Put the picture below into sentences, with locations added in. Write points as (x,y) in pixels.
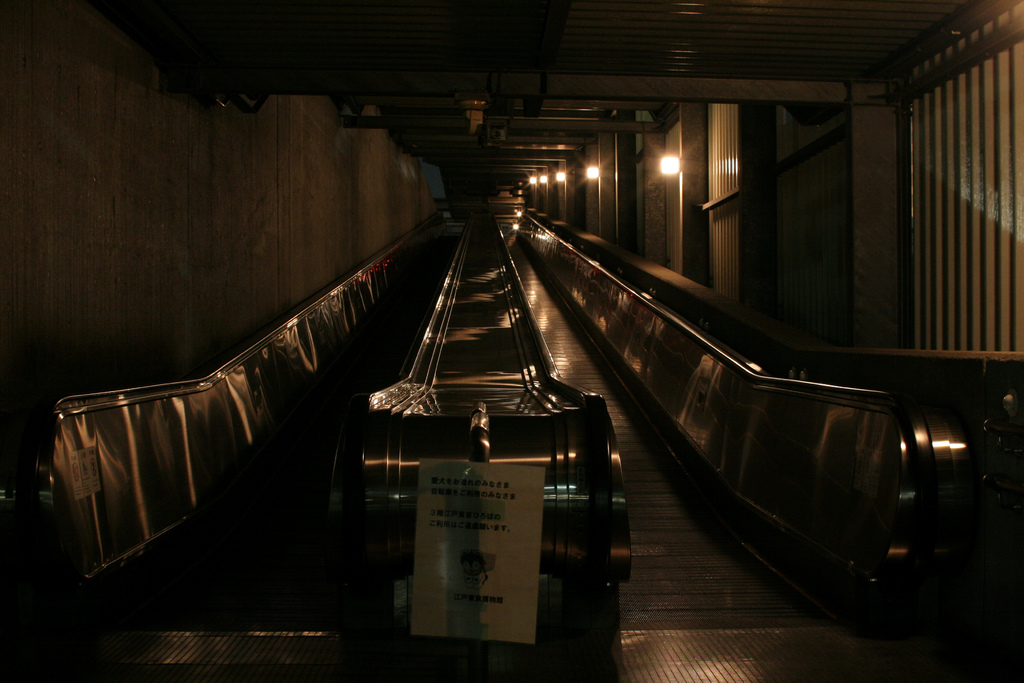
In this image there is an escalator (637,413). There is a poster (517,583) attached to the escalator (396,497). There are lights (534,176) attached to the wall (696,214).
